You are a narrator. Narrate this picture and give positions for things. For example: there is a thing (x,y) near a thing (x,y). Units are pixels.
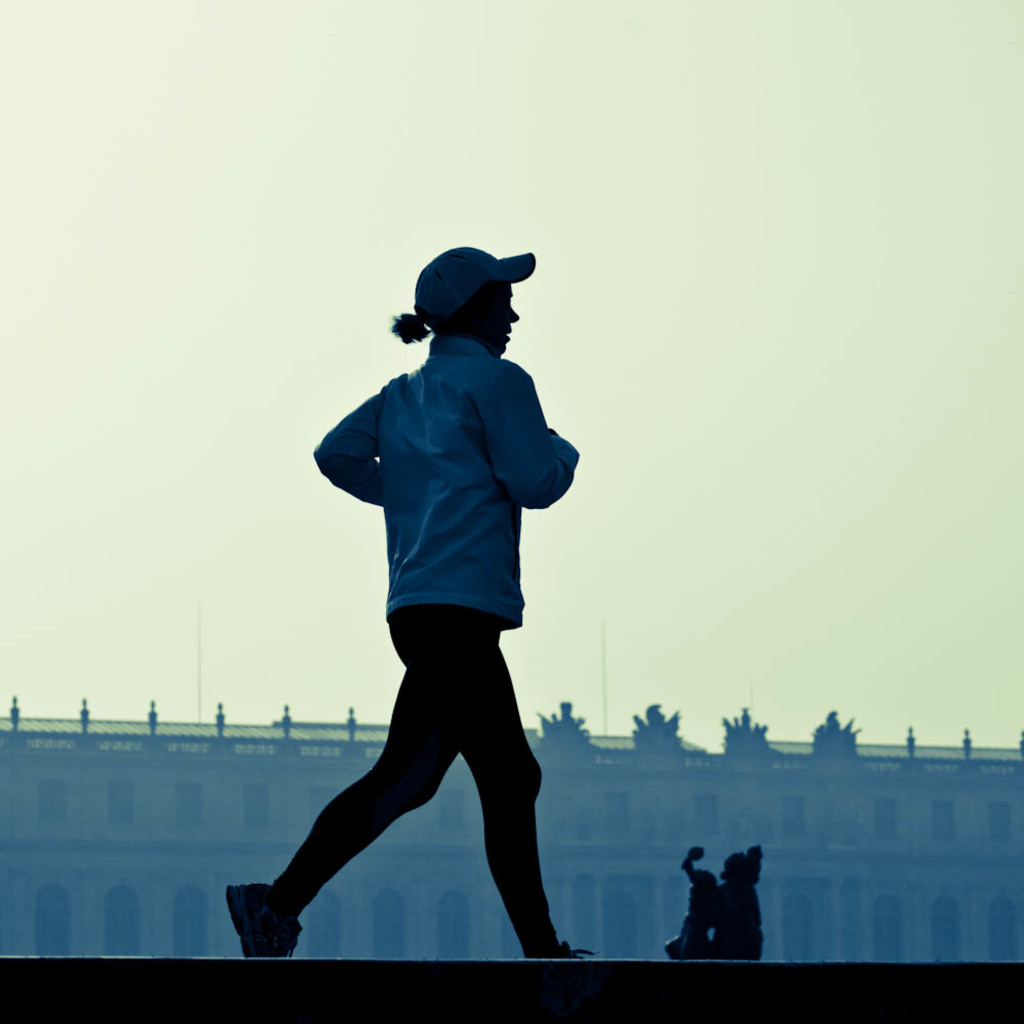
In this image, I can see the woman (461,612) running. She wore a jerkin (471,437), cap (453,292), trouser (366,837) and shoes (277,914). This looks like a wall (650,996). I think this is a sculpture (710,910). In the background (728,785), I can see a building (578,825).
